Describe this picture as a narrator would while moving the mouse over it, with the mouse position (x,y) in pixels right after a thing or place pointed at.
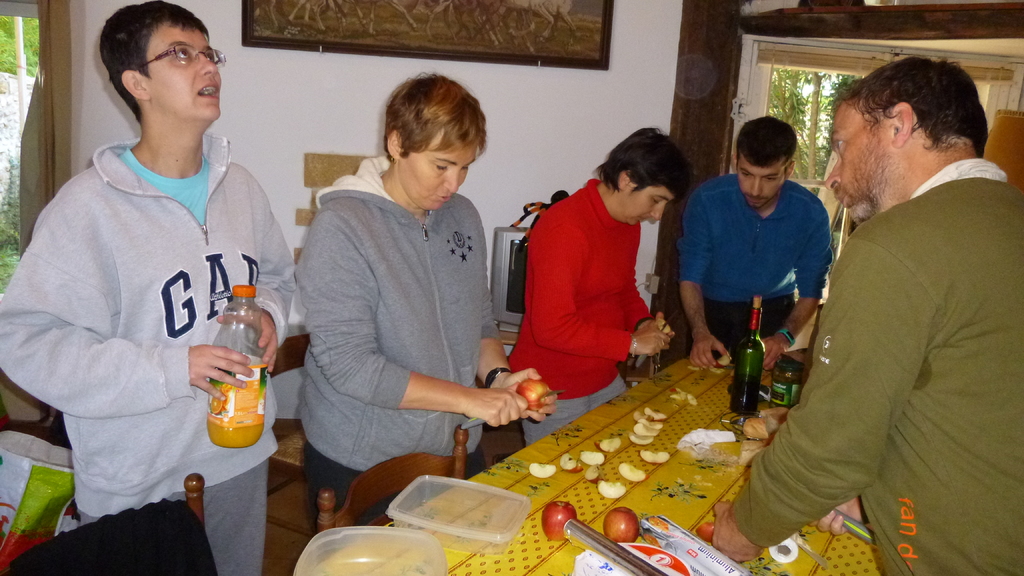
In this picture there are people (904,428), among them there is a person (178,332) standing and holding a bottle (246,315) and we can see fruits (631,510), bottle (750,378), boxes (488,529) and objects (649,561) on the table (534,495). We can see cloth (181,509), chairs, bag (19,499), television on the table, frame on the wall (281,59) and objects (511,334). In the background of the image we can see leaves (833,96).
